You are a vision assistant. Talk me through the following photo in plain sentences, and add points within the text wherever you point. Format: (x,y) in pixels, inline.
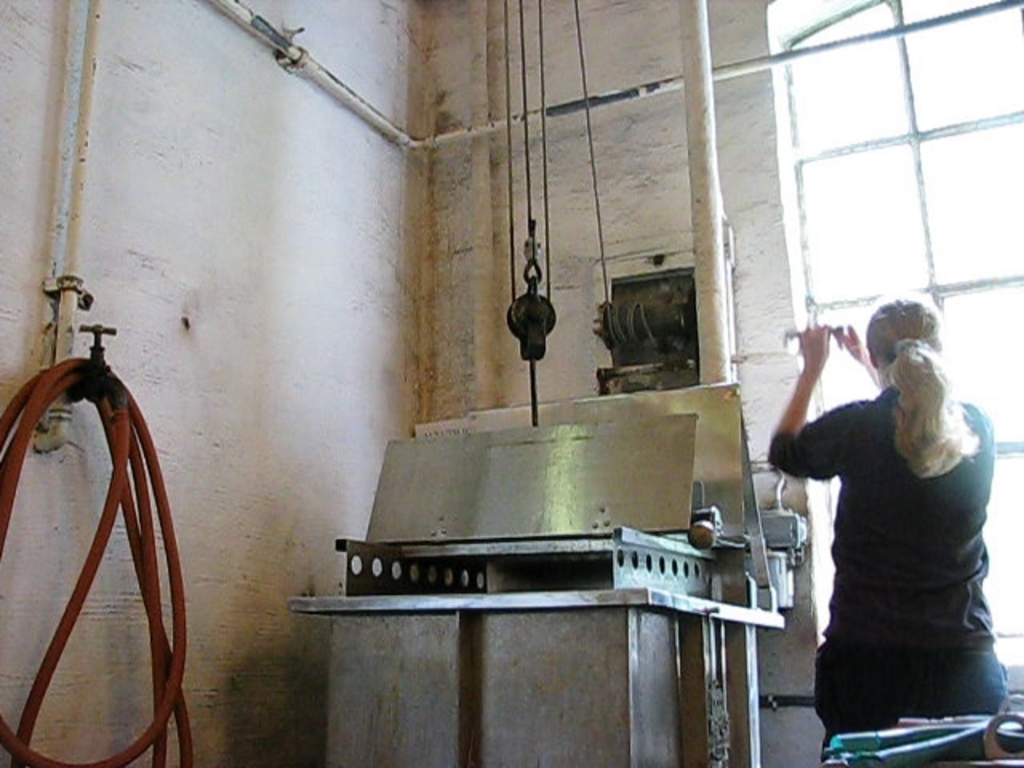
This picture shows an inner view of a room (198,407). we see a woman (823,445) holding a small object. we see a window (908,239). She wore a black color dress (889,464) and we see a tap (109,398) with a pipe (119,414).
